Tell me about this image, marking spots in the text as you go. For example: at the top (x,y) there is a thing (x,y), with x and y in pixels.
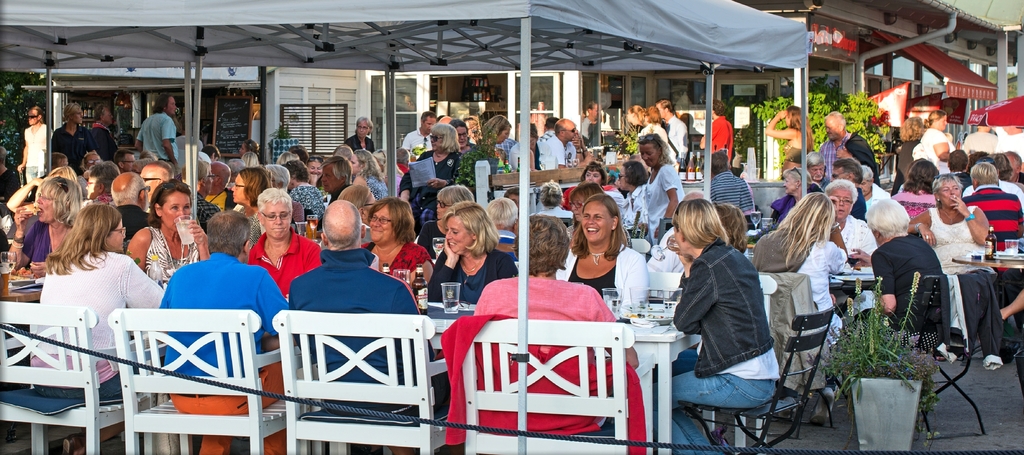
There are people (1014,311) sitting on the chair (428,453) at the table (655,335). On the table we can see wine bottles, glasses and food items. In the background (371,96) there are buildings (371,96), glass doors (398,85), trees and few people (449,172) standing. On the right (912,381) there is a house plant (871,375) and this is tent (342,47).
